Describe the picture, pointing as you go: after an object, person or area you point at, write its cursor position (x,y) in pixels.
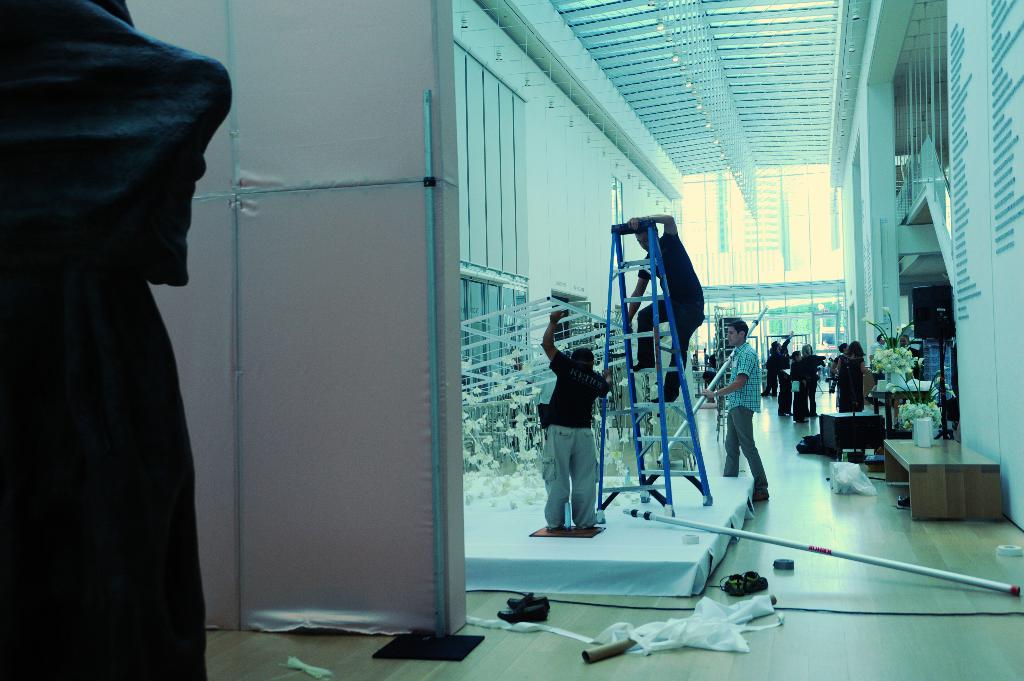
In this image I see the inside view of a building (520,9) and I see the wall (498,162), ceiling (798,43), number of people (841,403), few flowers (916,412) over here and I see few equipment (864,556) and I see the floor (790,593).
